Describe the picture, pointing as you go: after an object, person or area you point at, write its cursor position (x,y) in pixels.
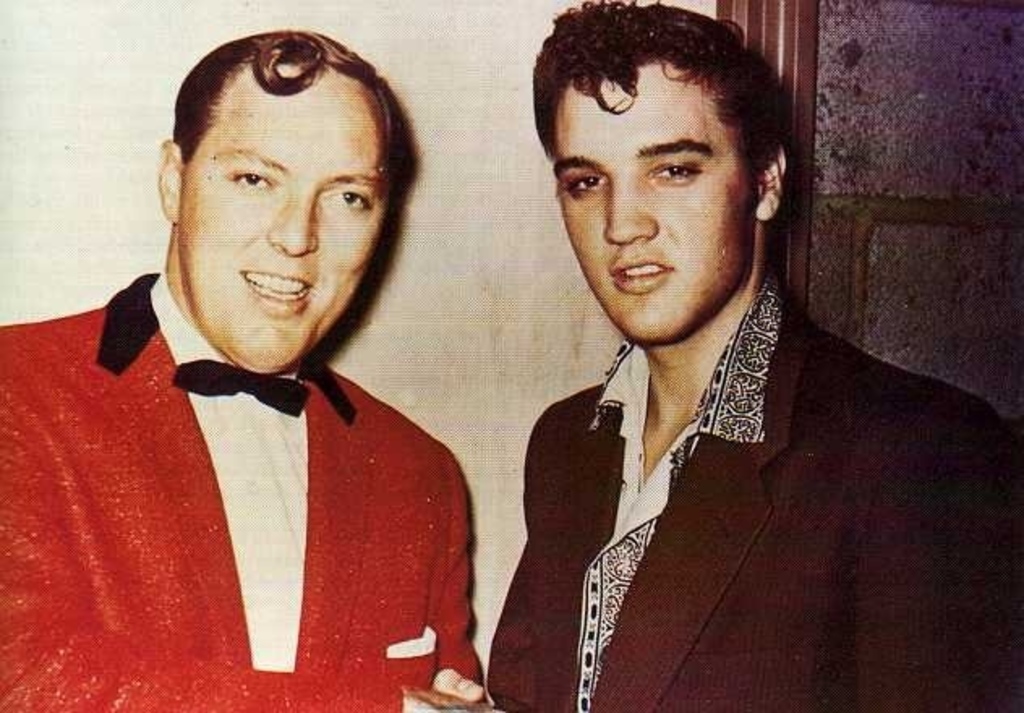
Here I can see two men (177,533) wearing suits (328,388), smiling and giving pose for the picture. At the back of these people (311,114) there is a wall (95,190). On the right side (940,137) there is an object (878,255) which seems to be a door (909,173).
